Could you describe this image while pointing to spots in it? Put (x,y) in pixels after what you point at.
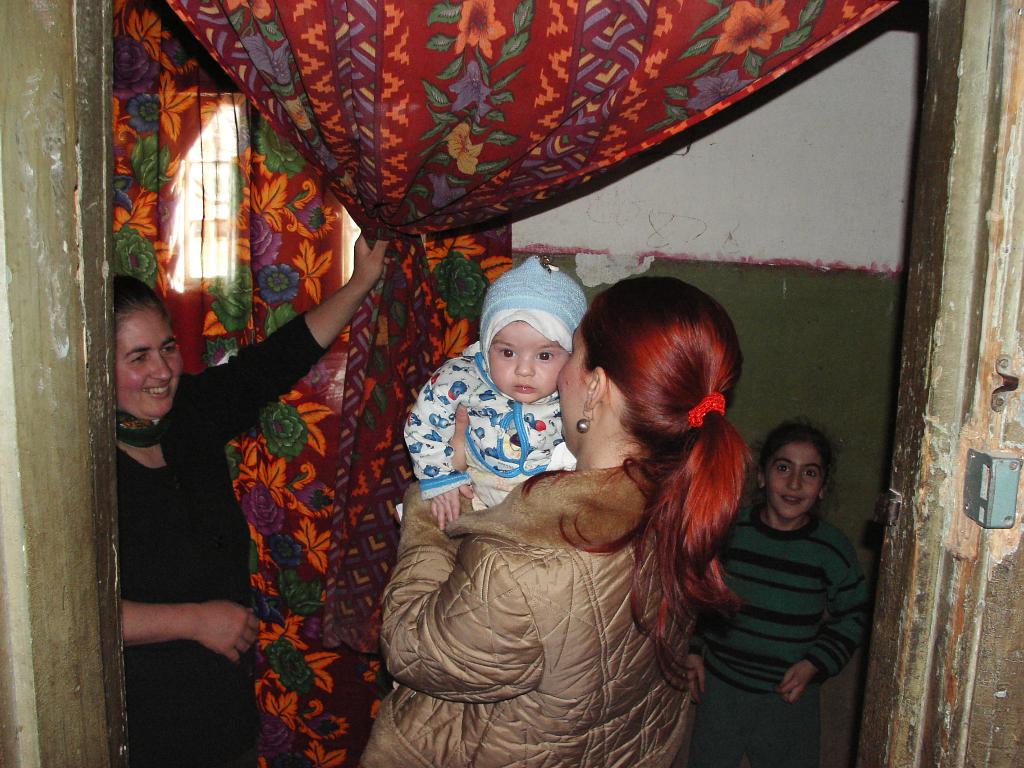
In this image, we can see people (457,385) wearing coats (516,563) and there is a lady (555,479) holding a baby (486,396) and in the background (338,134), there are curtains (332,171) and there is a wall (827,233) and a window (211,230).
